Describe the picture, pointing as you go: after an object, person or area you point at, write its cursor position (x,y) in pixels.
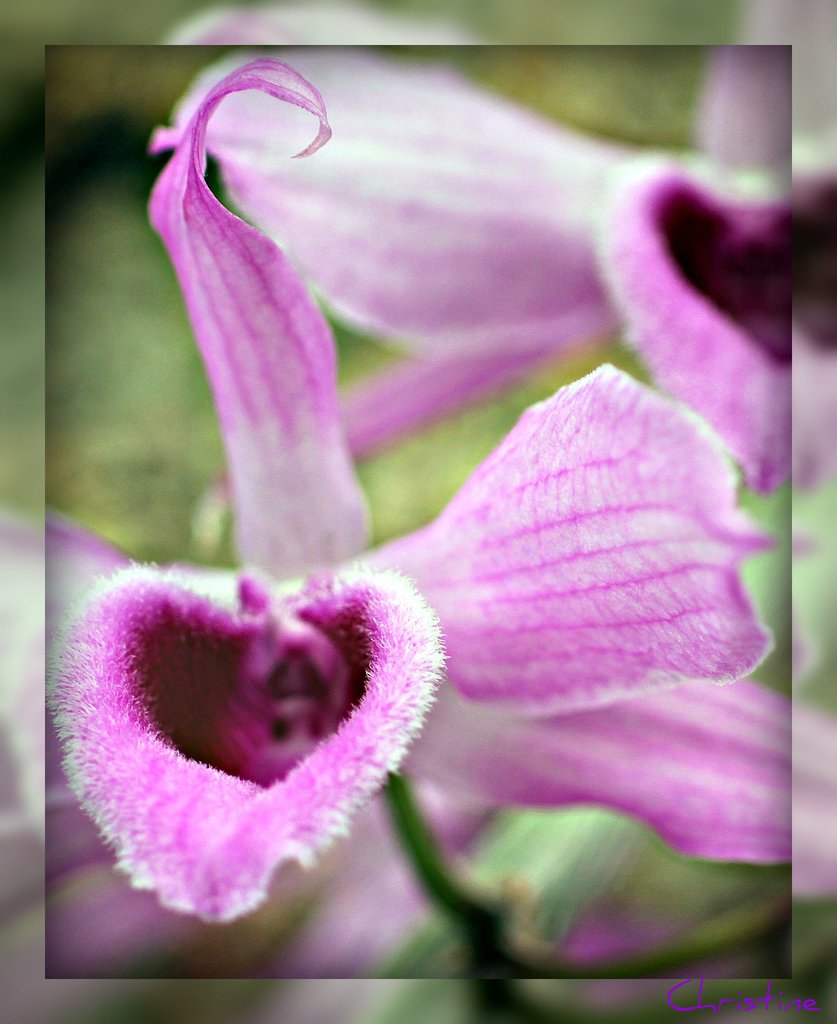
In this picture I can see the pink flowers (583,236) on the plant (497,879). In the background (60,222) I can see the blur image and grass (64,317).
